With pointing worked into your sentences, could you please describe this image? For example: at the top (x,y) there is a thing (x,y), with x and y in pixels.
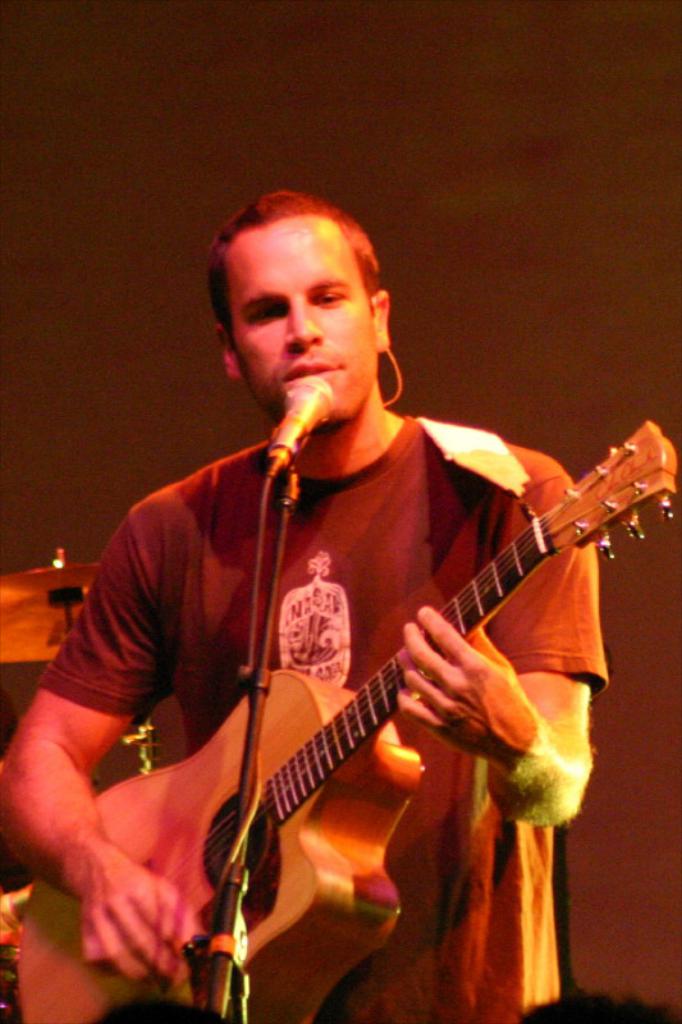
In this image there is a person (334,267) standing and playing guitar (106,983). At the front (276,520) there is a microphone (257,570) and at the back (57,589) there are drums (0,630).
